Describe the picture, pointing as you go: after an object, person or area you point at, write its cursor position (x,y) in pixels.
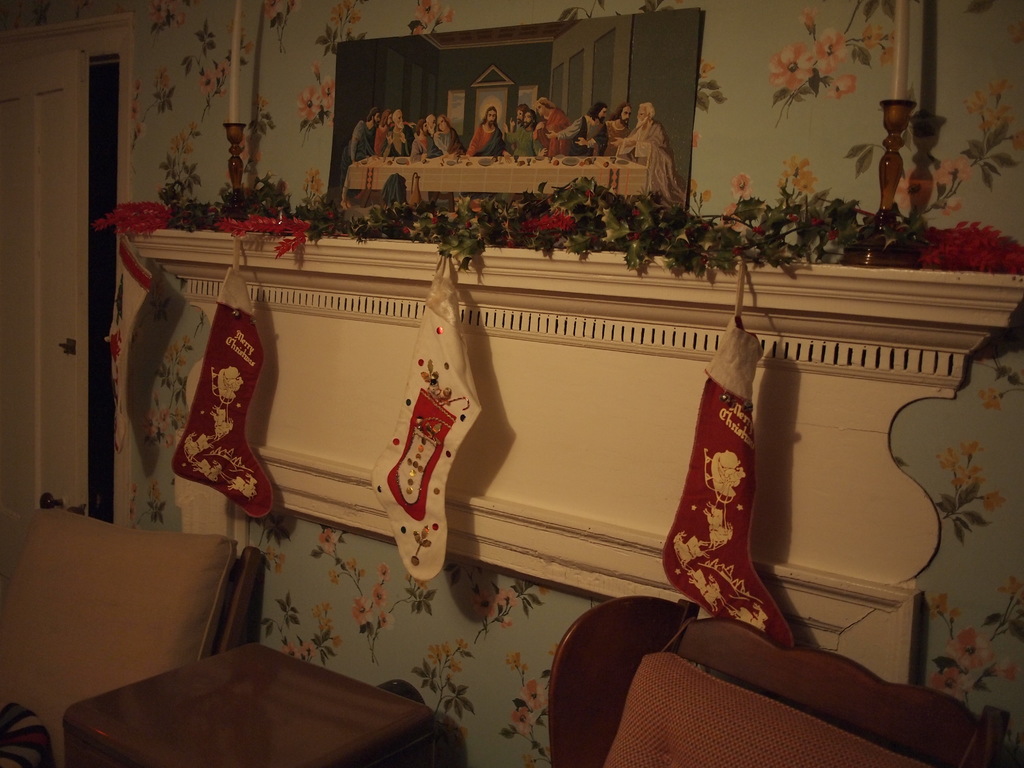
In this image we can see door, wall hanging (401,99), candles (238,81), candle holders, decors (451,342), side table (275,689) and chairs (128,592).
